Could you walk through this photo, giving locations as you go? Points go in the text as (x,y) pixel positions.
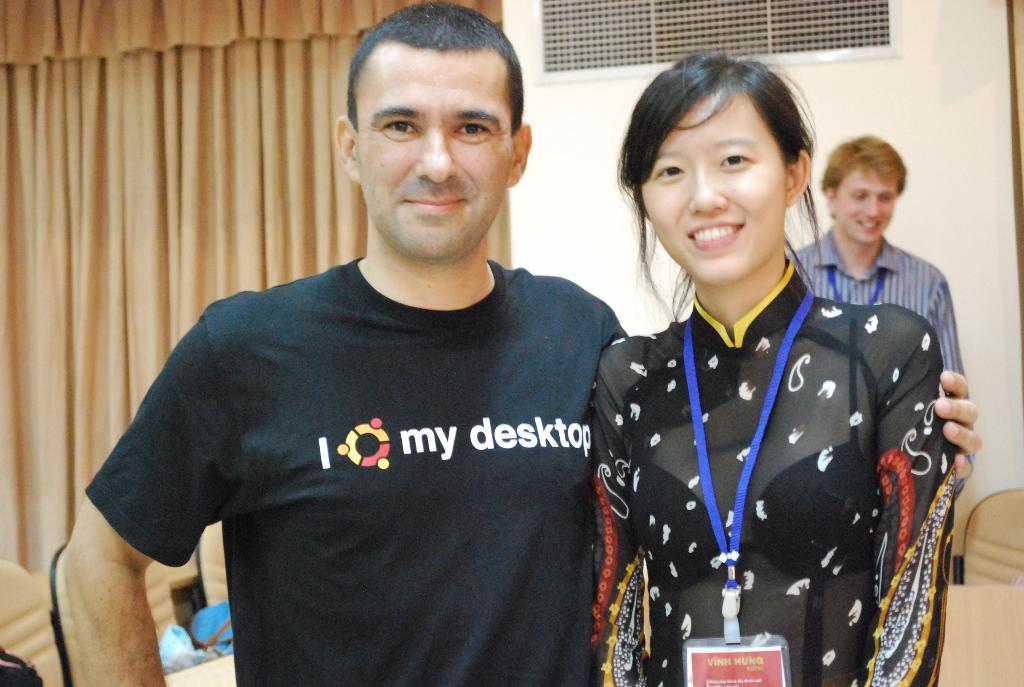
In this image in the foreground (465,243) there is one man (457,316) and one woman (636,360) who are standing and they are smiling, in the background (888,244) there is another man (882,245) and on the left side (120,196) there is a curtain (227,156). And on the top of the image (595,37) there is a wall (875,94) and some window (727,34), and at the bottom (37,637) there are some chairs (162,586).
